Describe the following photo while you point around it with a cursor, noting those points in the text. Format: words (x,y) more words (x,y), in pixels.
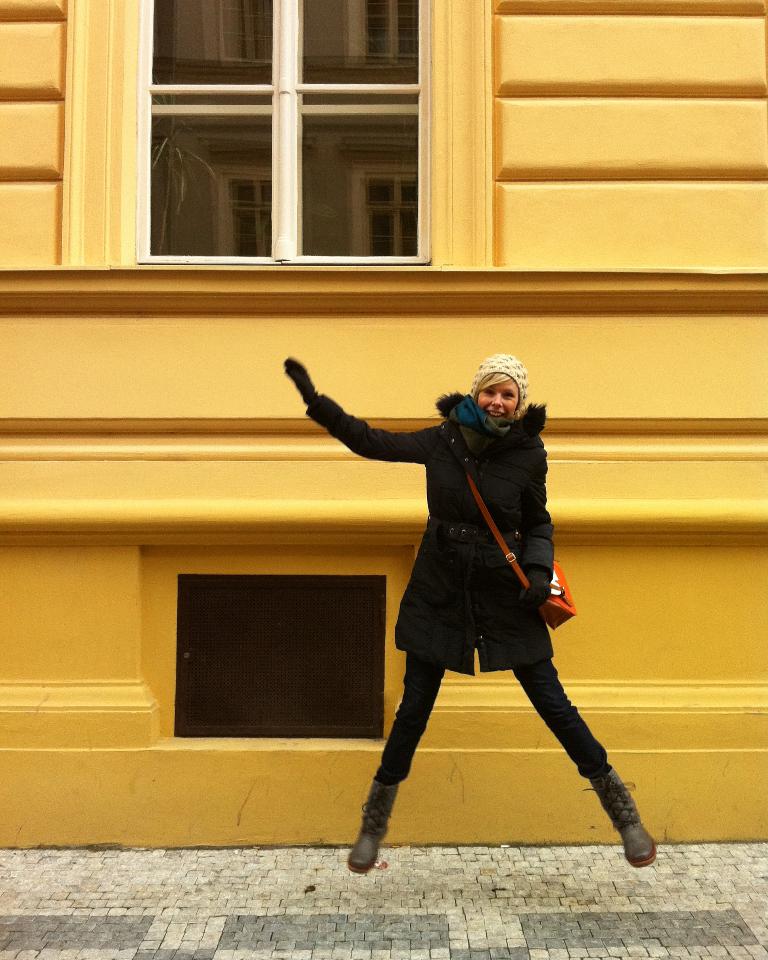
In this picture we can see a woman (480,598) is jumping. Behind the woman (487,568), it looks like a building (503,288) with a glass window (310,87). On the glass window (268,137) we can see the reflection (205,140) of a tree (182,173) and a building (205,194).
